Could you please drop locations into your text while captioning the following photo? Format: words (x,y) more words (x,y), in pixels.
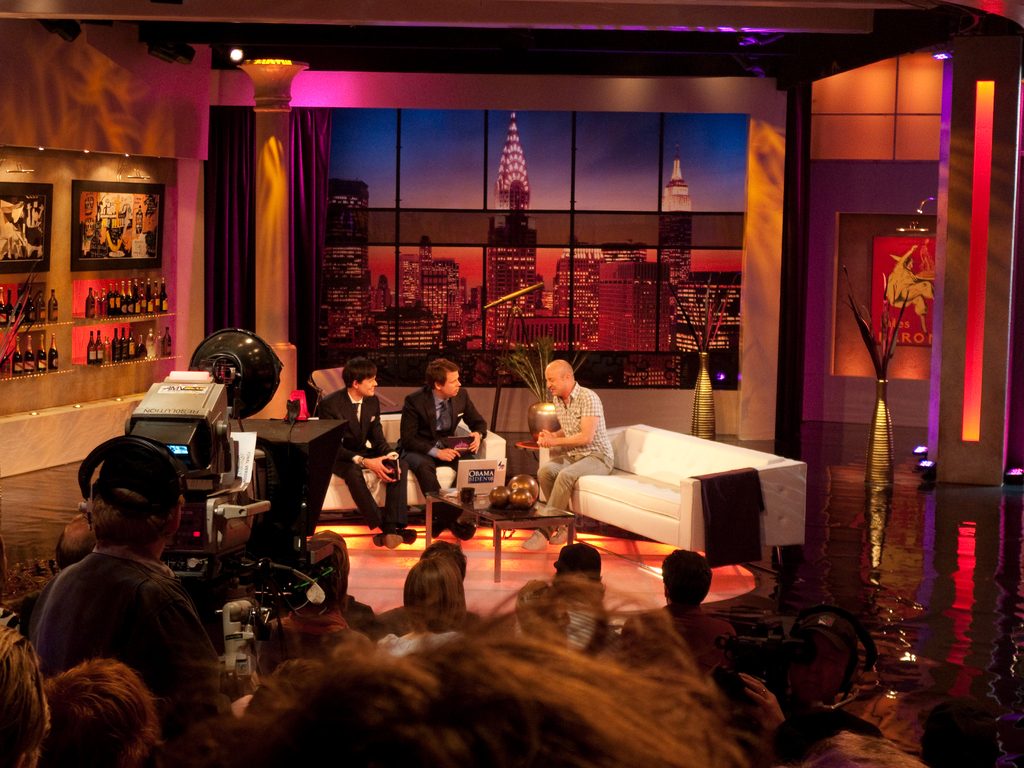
In this image people (697,650) are sitting on chairs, on the left (227,438) there is a camera (267,456), in the background (483,450) there are two sofas (605,500) three persons (562,490) sitting on sofas (497,444), in front of them there is a table (527,513), on that table (477,499) there are objects (509,496) and there are walls (749,214).
